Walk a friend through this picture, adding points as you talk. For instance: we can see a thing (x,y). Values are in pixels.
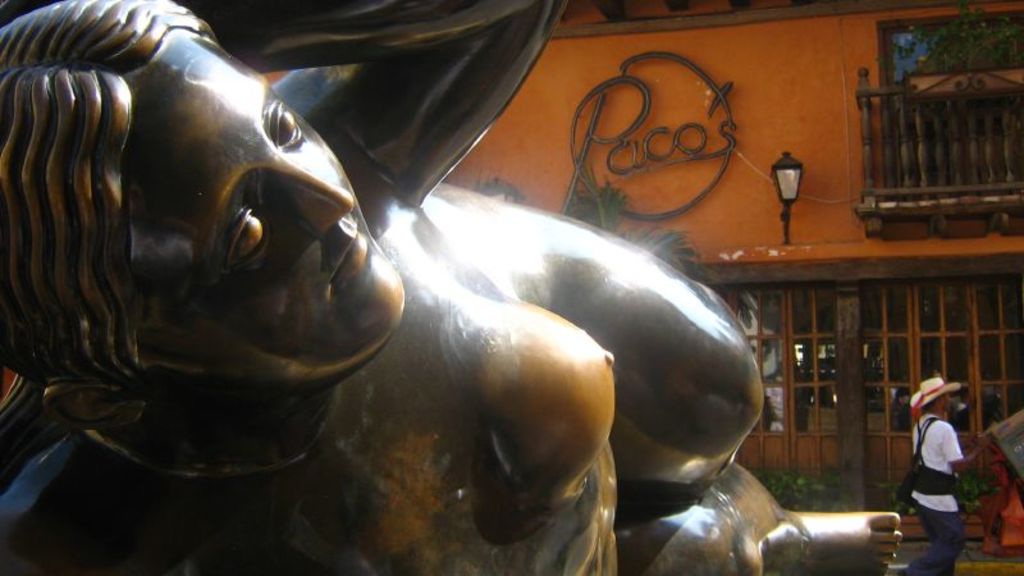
In this image there is a statue (784,536), in the background (584,132) there is a shop (956,203), in front of the shop (900,337) there is road (979,566), on that road (963,561) a person (932,467) walking.
